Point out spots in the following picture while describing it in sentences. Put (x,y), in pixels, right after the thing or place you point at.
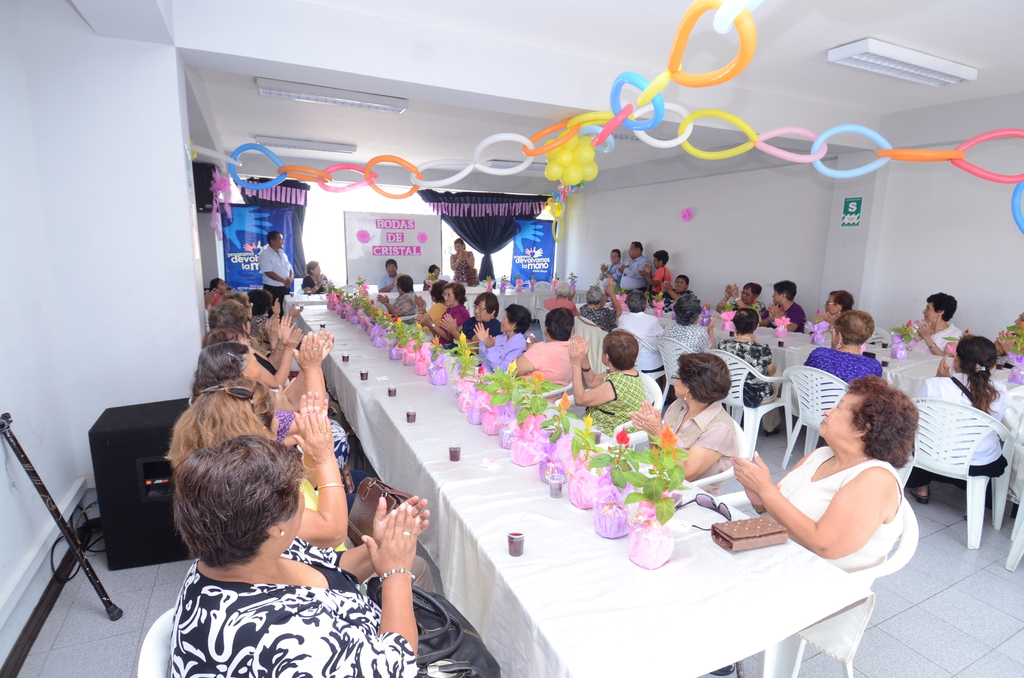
In this picture some group of people (292,481) are sitting on the chairs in front of the table (534,572). Table (582,598) is covered with white cloth (664,611) on the table (631,570) there are some potted plants (646,558) back side we can see some people (276,272) are sitting and clapping this is a hall (492,117) look like a room (525,189) which is decorated with the help of balloons (482,139).
